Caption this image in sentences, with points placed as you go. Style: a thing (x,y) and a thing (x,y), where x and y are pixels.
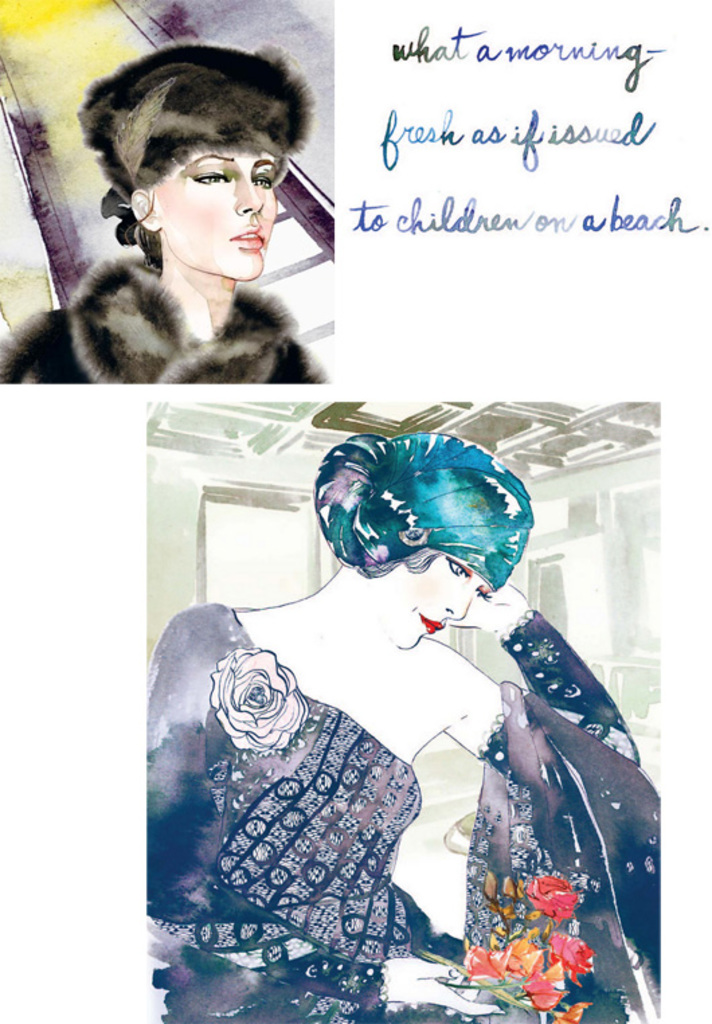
In the picture we can see a two images (404,524) of painting (454,827) of a woman (383,872) and some note (412,194) beside it.
